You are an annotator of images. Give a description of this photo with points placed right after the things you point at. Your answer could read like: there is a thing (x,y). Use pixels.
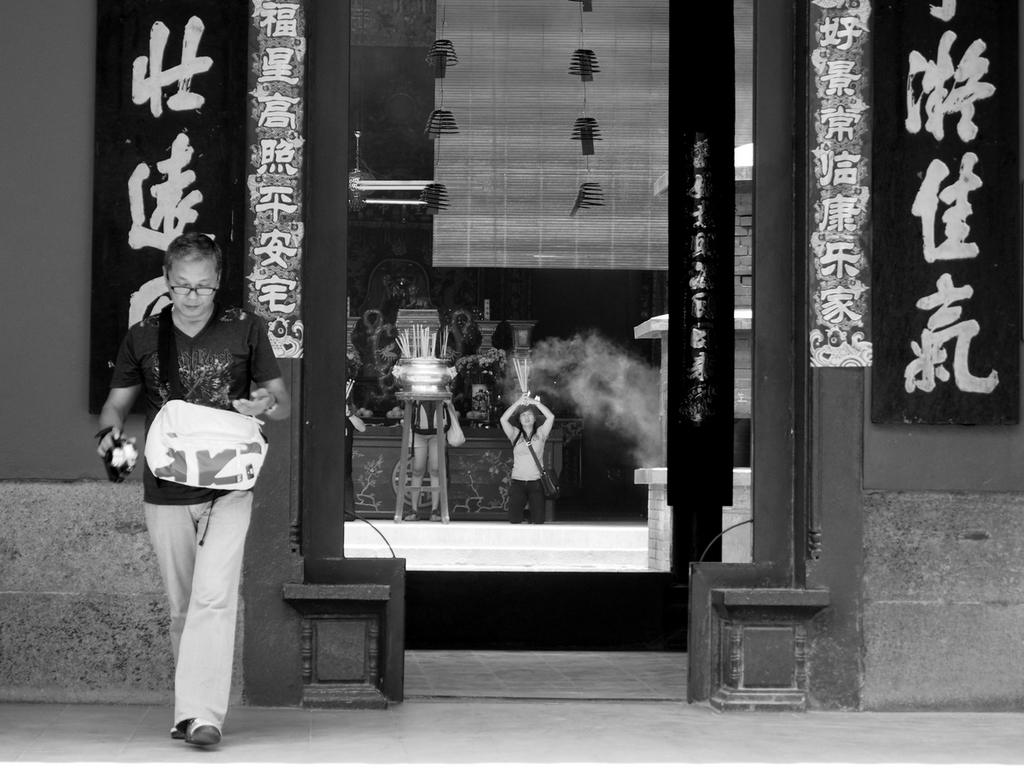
This is a black and white pic. On the left (207,385) a person (188,362) is walking on the floor (305,717) and carrying a bag (152,426) on his shoulder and there is an object (133,457) in his hand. In the background (936,411) there are hoardings (296,123) on the wall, few persons (507,413) are standing and there is an object (410,373) on a stool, wall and other objects (386,318) and a person (542,499) among them is holding an object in the hands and carrying a bag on the shoulder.
